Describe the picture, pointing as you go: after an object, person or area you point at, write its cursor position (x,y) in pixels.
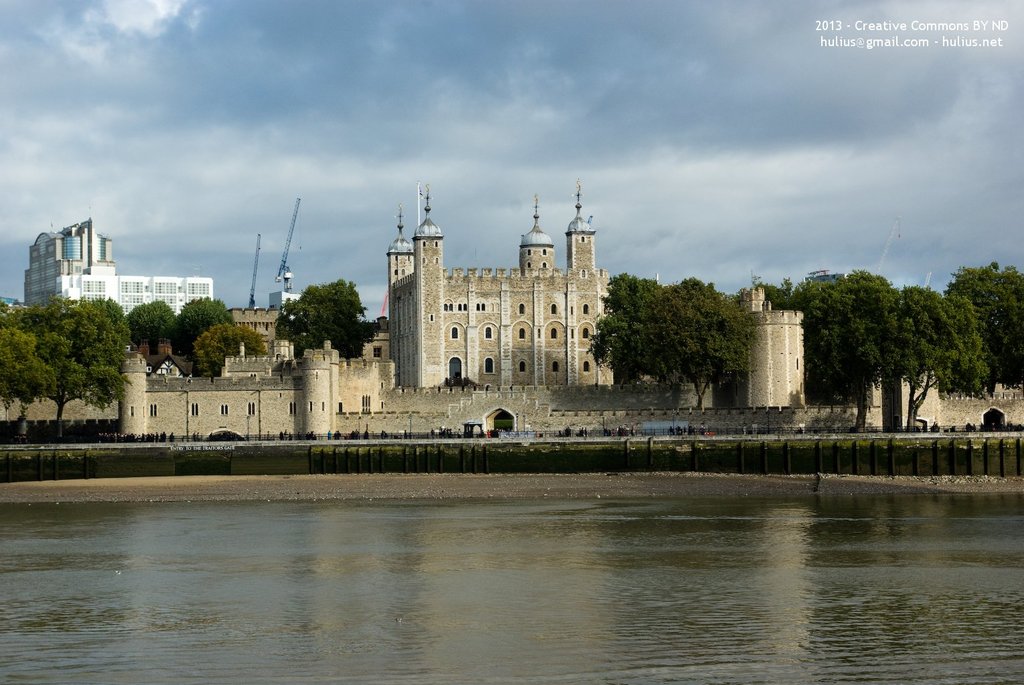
In this picture we can see buildings (766,311), trees (685,308), water (469,580) and in the background (769,30) we can see sky (590,137) with clouds (182,165).
